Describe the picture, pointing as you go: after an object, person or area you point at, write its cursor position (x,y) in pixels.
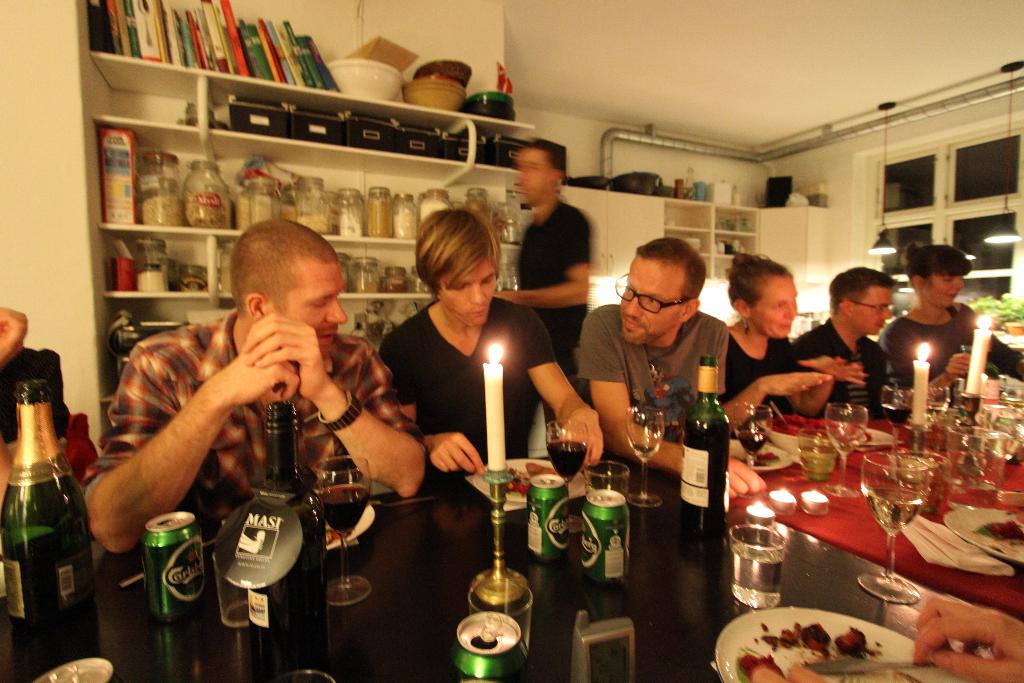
In this image I can see number of people (698,274) are sitting. Here on this table (379,643) I can see number of glasses (1016,396), cans (611,545), bottles (30,436) and few candles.
